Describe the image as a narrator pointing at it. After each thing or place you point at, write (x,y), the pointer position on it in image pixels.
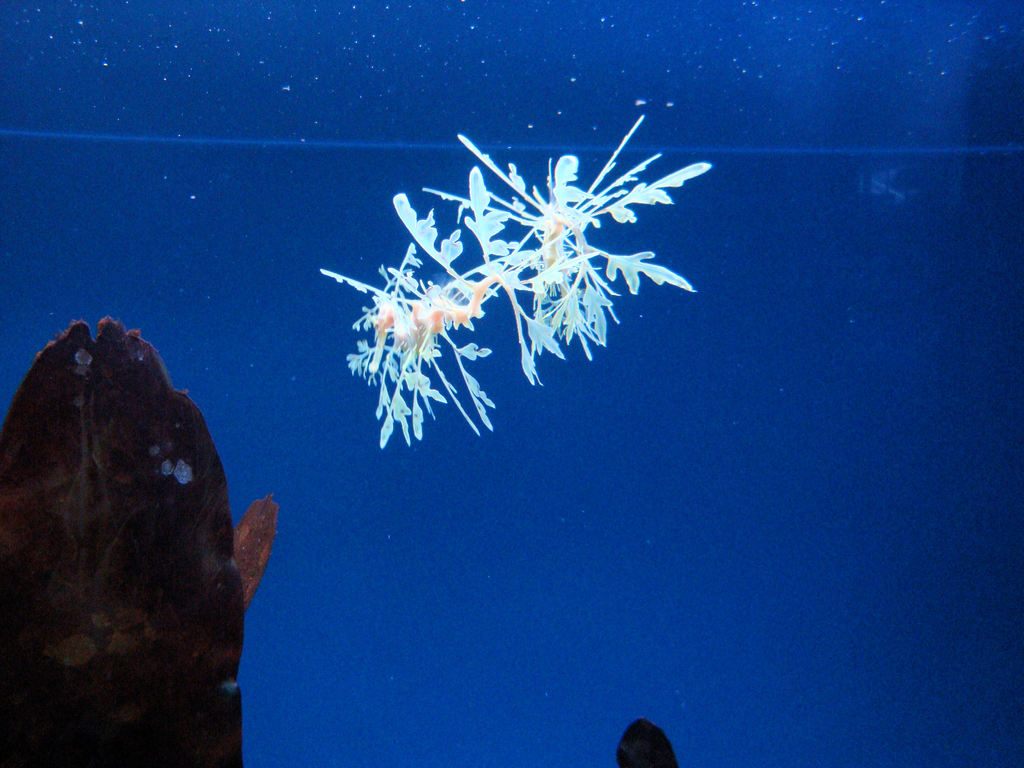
In this picture we can observe a sea dragon (444,381) which is in white color in the water (297,474). The background (795,220) is in blue color. On the left side (164,584) there is an object (86,495) which is in brown color.
